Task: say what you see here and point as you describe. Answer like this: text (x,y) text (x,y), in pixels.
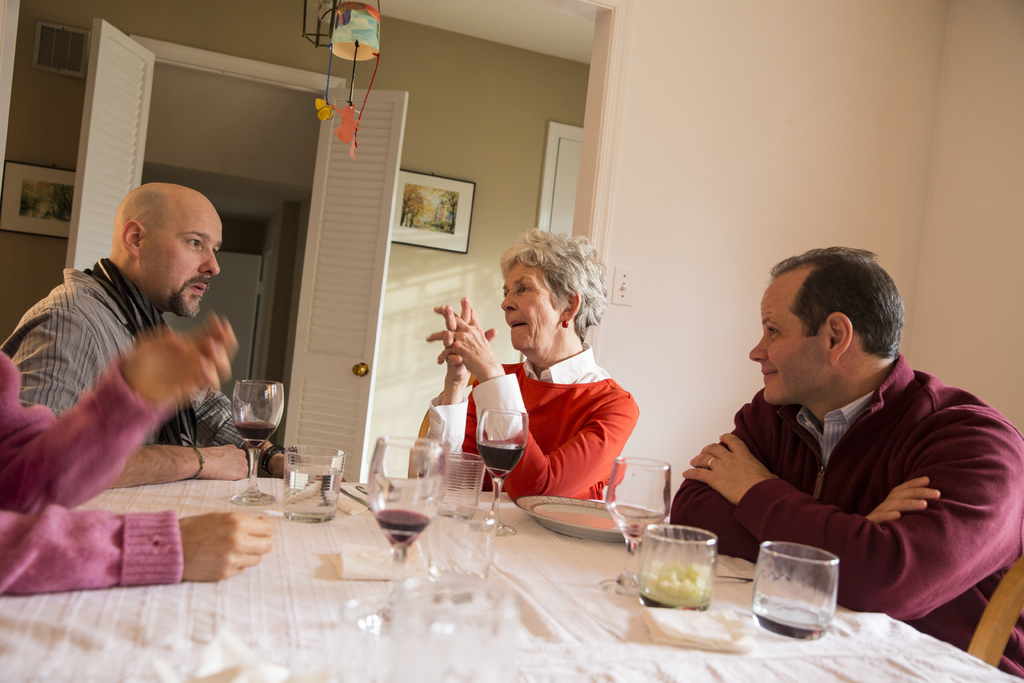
In this picture there are group of people (125,376) sitting on a chair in front of the dining table (279,600). On a table (365,521) there are glasses (449,532), plate (553,530). In the background (376,112) there is a door (352,172), wall frame (444,205) hanging on the wall (39,118).
